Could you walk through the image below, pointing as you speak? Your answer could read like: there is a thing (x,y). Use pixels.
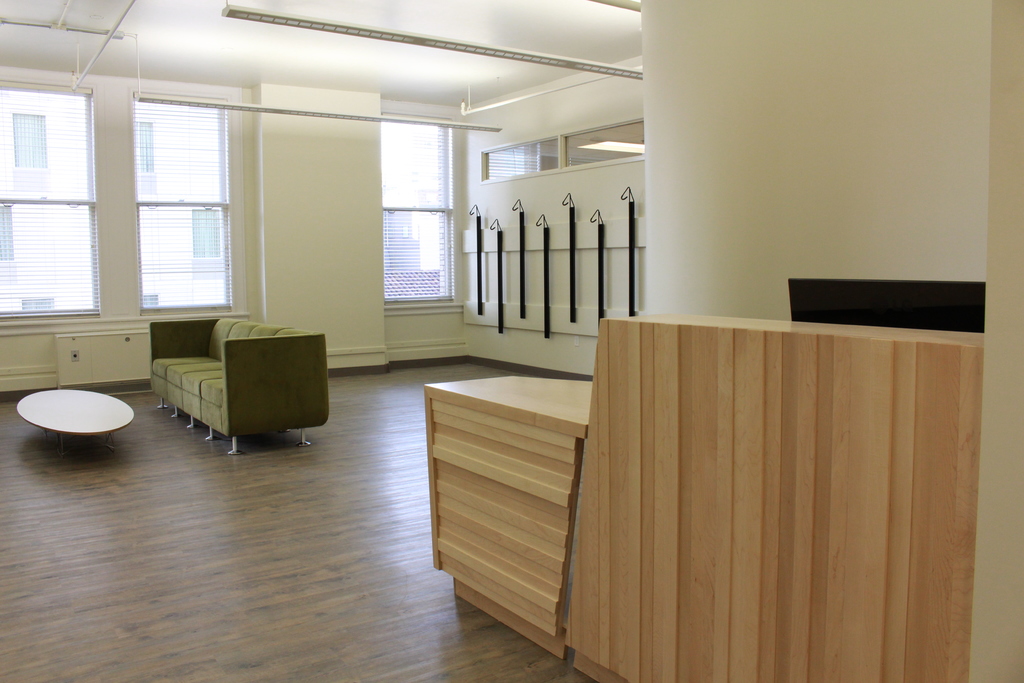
There is a room (293,511) in the picture in which there is a sofa (233,380) and a table (83,408) was placed in front of it. There are some hangers (522,282) here. In the background (317,231) there is a wall (327,287) and a window (161,220) here.
